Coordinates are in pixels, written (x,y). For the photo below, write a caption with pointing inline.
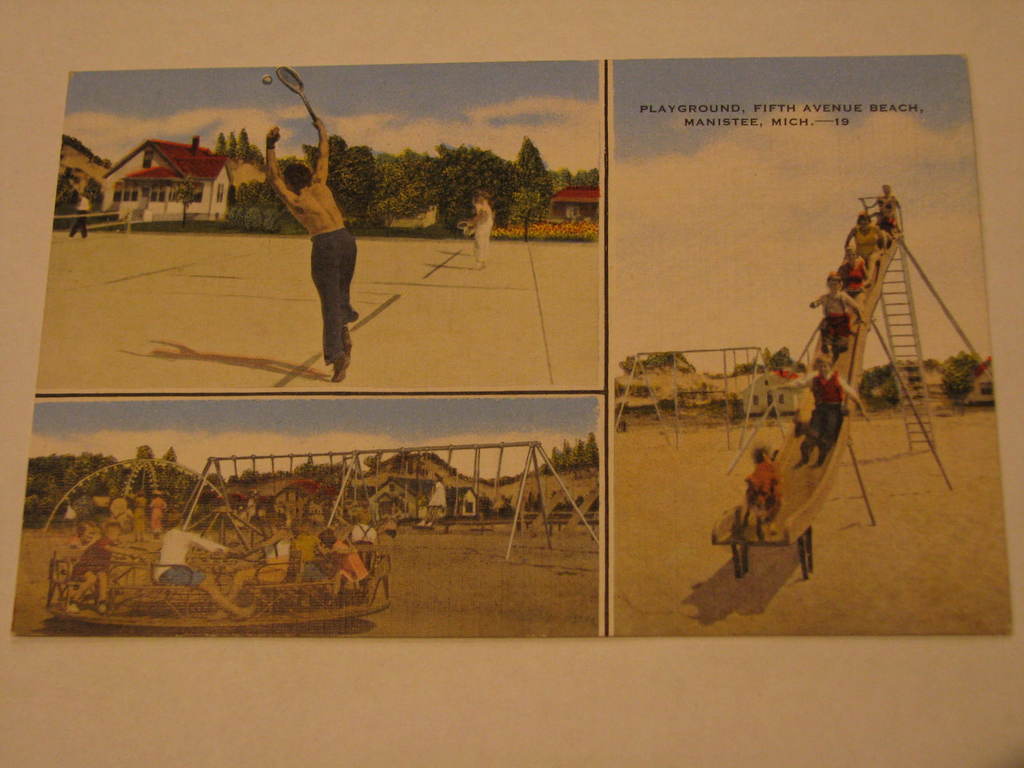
In this image we can see the collage of some pictures in which we can see some people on a slide (854,375), some poles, a person (302,216) holding a racket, some people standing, a ball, a group of trees (441,181) and the sky (348,417). We can also see some text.
